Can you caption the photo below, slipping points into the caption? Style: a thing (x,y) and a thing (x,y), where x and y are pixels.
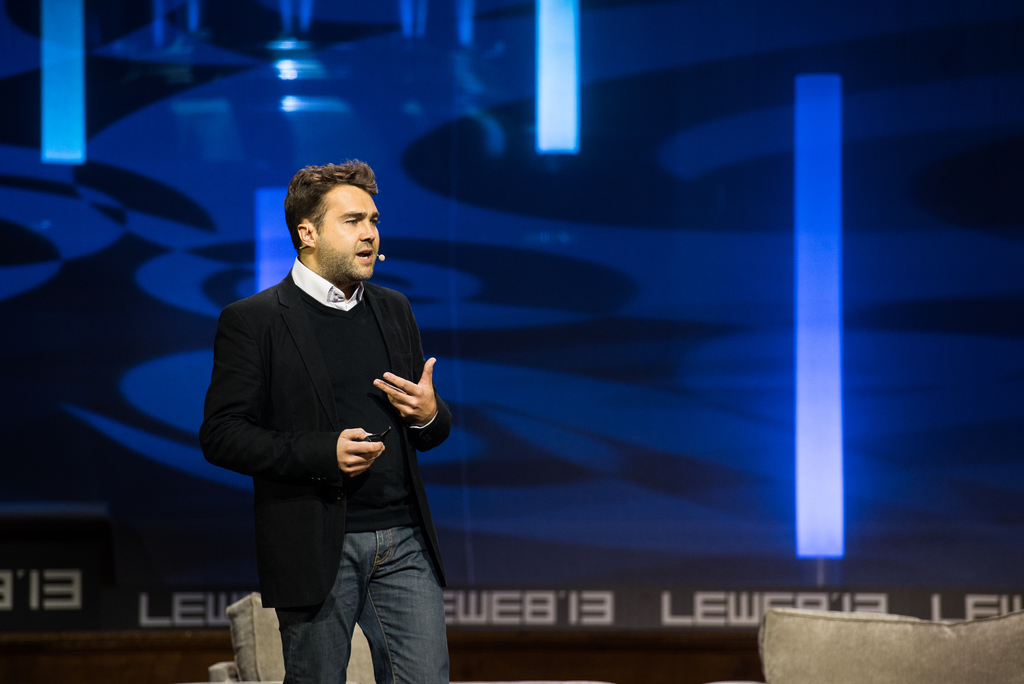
In this picture we can see a man (222,414) standing in front of a blue background (368,159) and looking at someone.
